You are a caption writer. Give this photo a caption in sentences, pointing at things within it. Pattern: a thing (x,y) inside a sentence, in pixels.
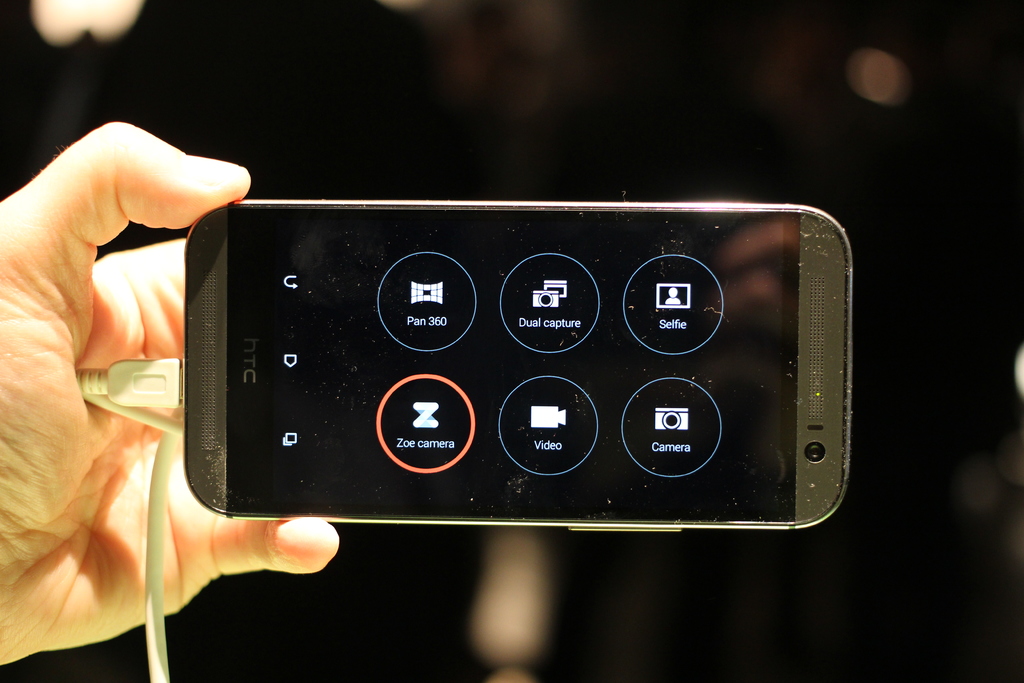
There is one human hand (163,316) holding a mobile (304,327) as we can see in the middle of this image (440,402).
